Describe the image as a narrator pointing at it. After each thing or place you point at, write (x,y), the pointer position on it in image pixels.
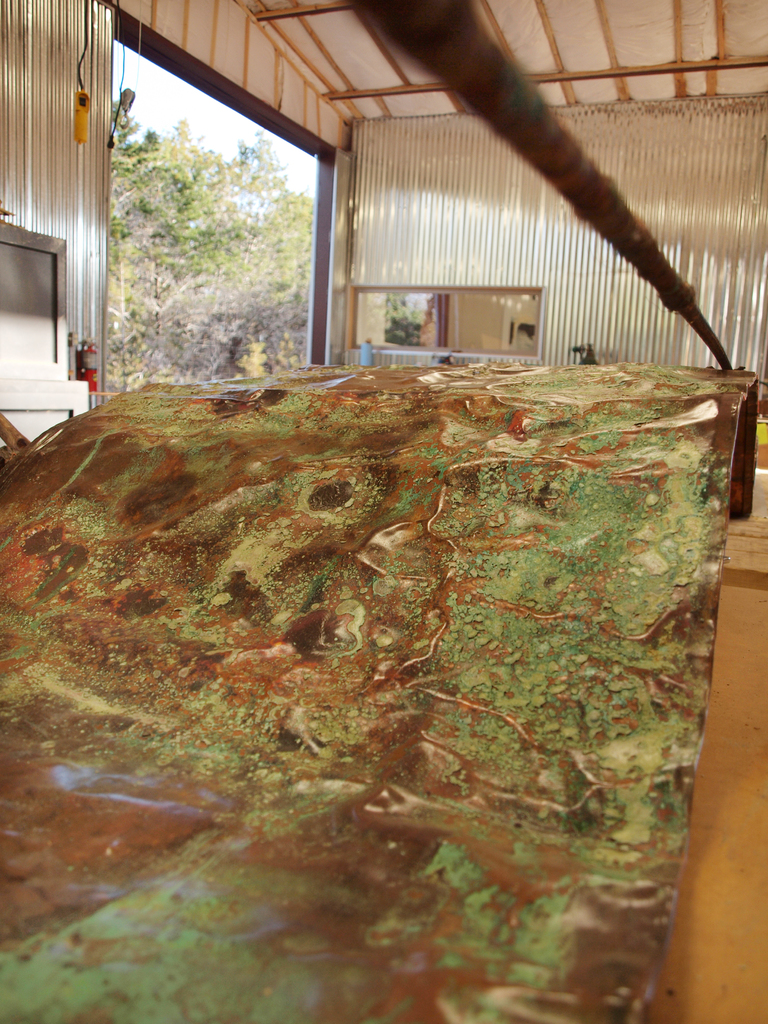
In the foreground of this picture (353,724) we can see some other object (316,438) and the rod (434,56). In the background (169,207) we can see the sky (225,116), trees (247,241), wall (349,274), window (478,316) and a fire extinguisher (89,373), panel (30,356) and some other objects (25,445) and we can see the roof (639,47).
